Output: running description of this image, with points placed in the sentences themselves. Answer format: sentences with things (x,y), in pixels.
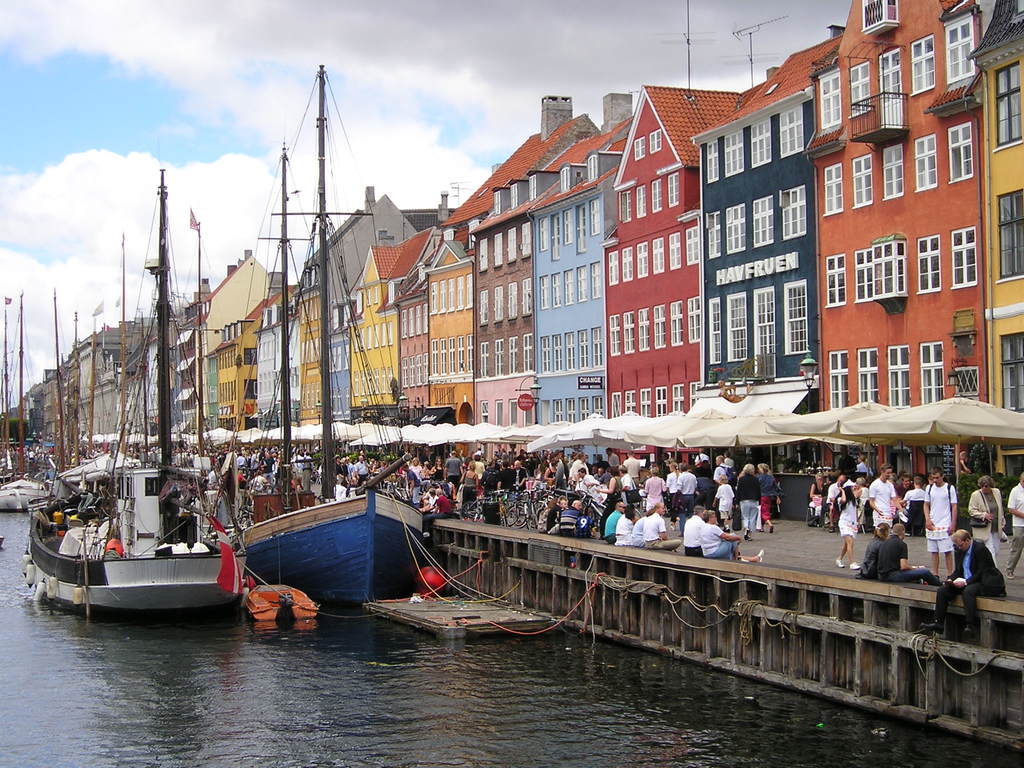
This is a picture of the outside of the city (748,403) in this image we could see a group of people (821,487), some of them are sitting and some of them are standing and some of them are walking. On the top (918,108) there are some buildings (487,338) and windows (925,348) are there and on the left side (170,445) there are some poles (164,350) and boats (303,521) are there, and in the bottom (48,713) there is a river (233,719) and on the top (112,26) there is a sky (357,106) and in the middle (544,433) there are some tents (544,433).
